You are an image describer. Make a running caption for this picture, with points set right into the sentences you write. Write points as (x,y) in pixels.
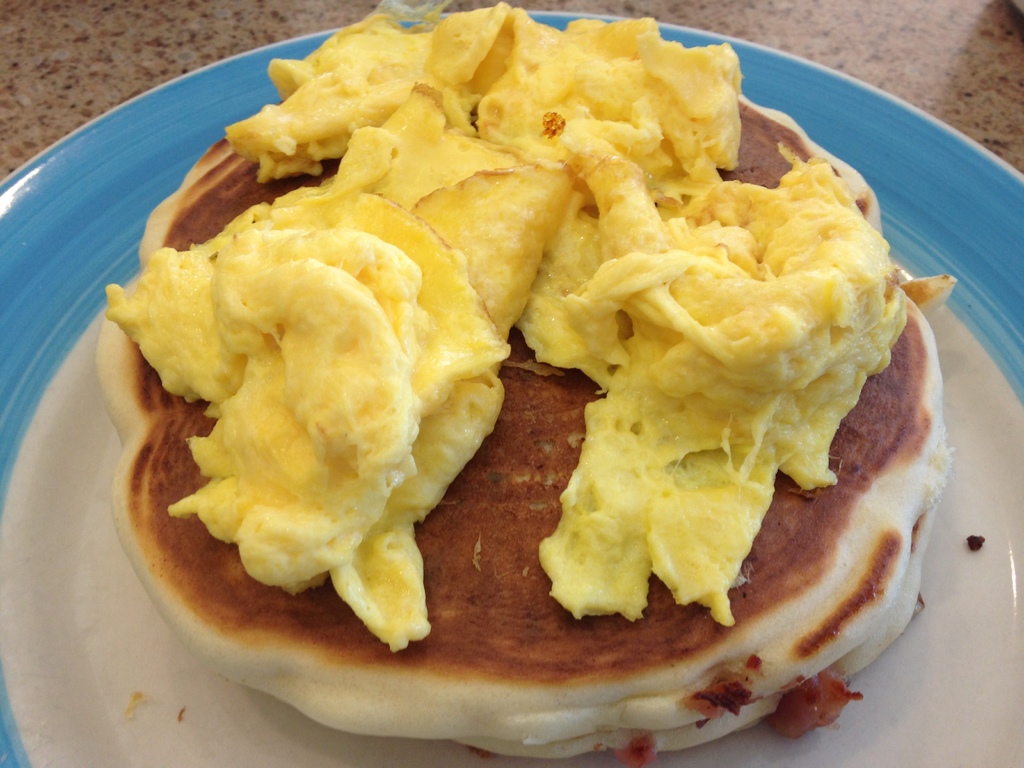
In the image there is a plate (938,241) with pancakes (166,405) and scrambled eggs (161,336) above it on a table (881,52).
